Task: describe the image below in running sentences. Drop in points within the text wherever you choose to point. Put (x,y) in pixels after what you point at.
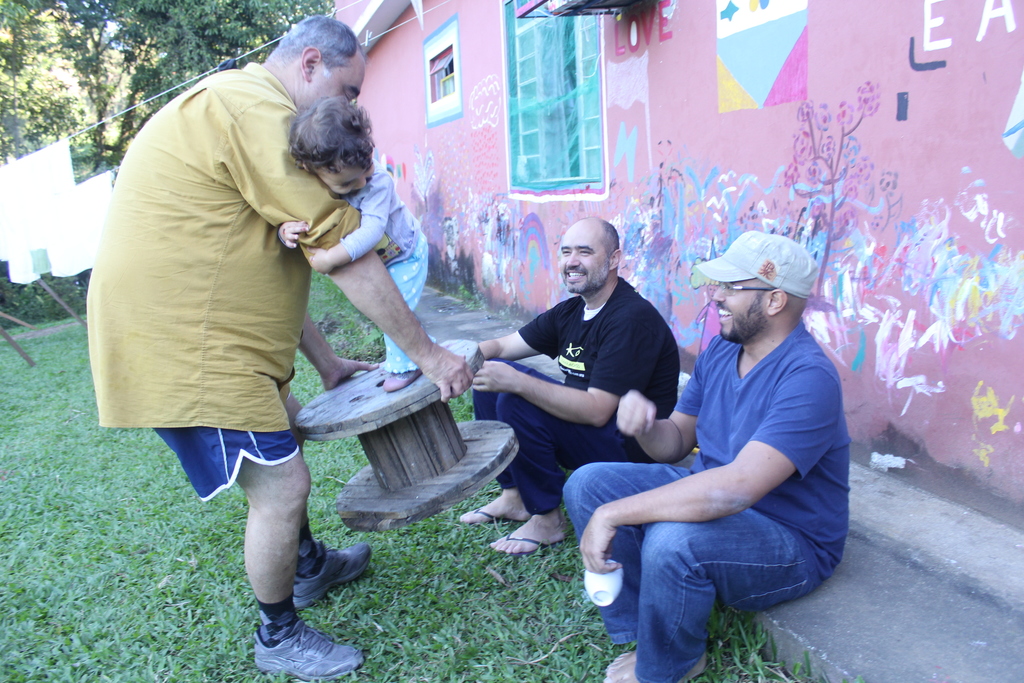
Here we can see three men (104,256) and a kid (311,139). They are smiling. This is grass (112,508). In the background (878,264) we can see a wall (826,142), window (595,123), painting (876,265), and trees (188,40).
